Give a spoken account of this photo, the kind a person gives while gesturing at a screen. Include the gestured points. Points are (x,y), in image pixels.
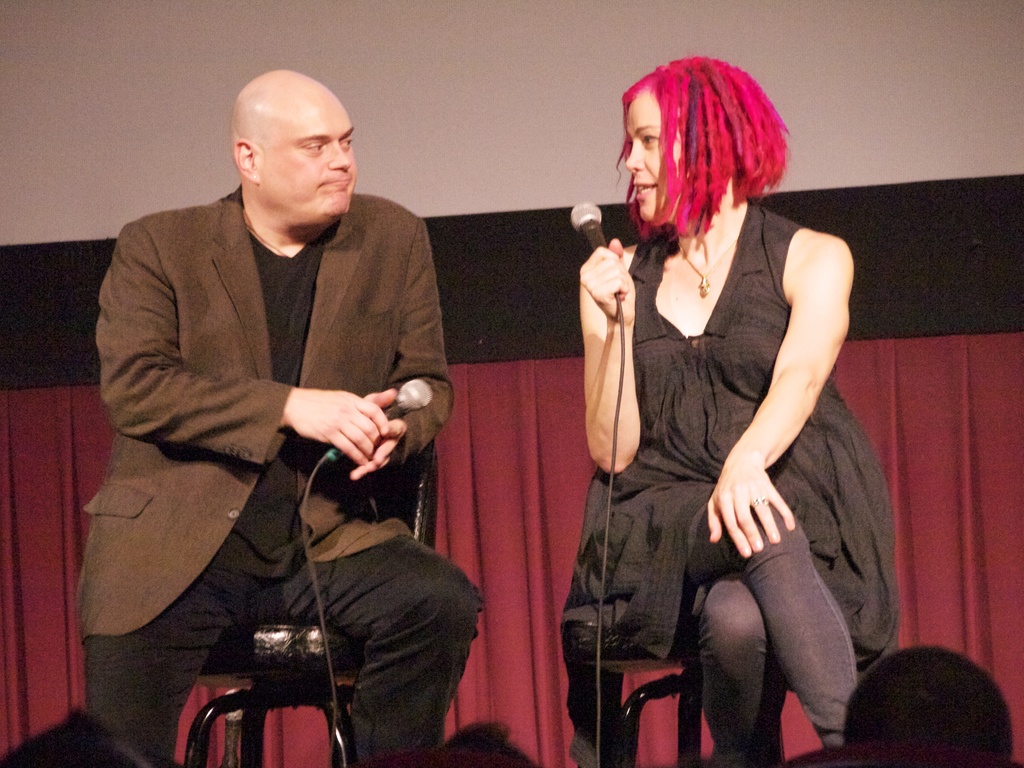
In this image I can see two persons (750,465) sitting, the person (787,463) at right (782,432) wearing black color dress (729,328) and holding a microphone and the person (228,358) at left (221,358) wearing brown blazer (268,364) and black pant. Background (444,150) I can see a wall (442,133) in cream color and few curtains (554,494) in maroon color.
